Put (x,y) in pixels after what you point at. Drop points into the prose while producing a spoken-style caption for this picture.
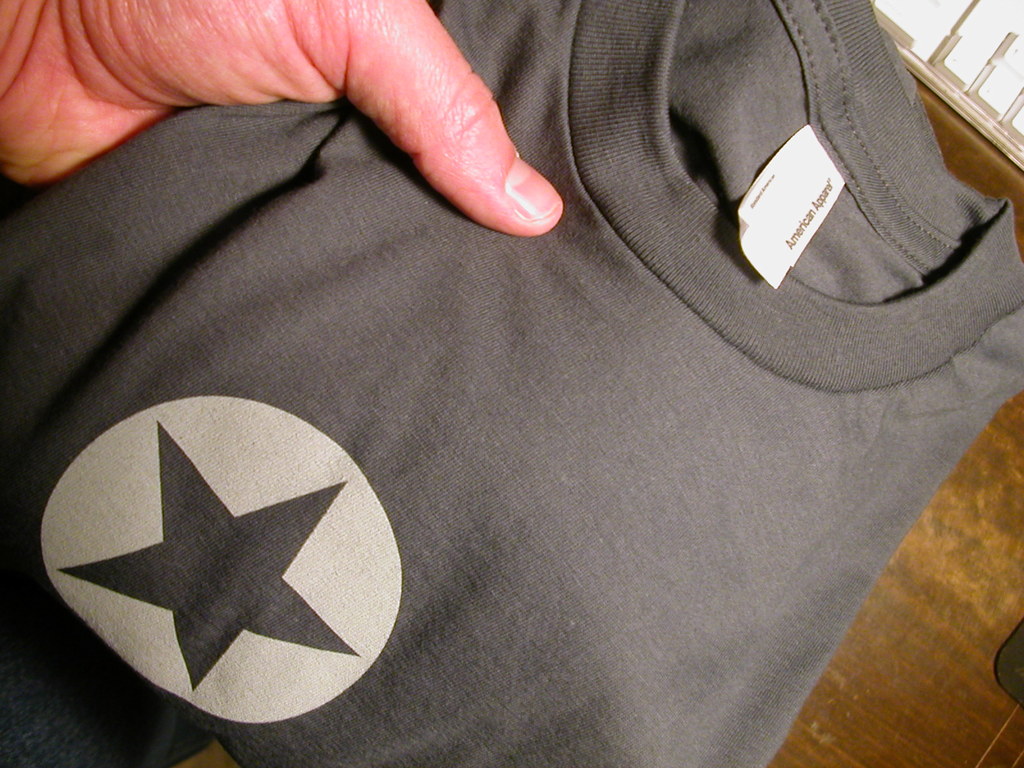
Here we can see a hand (474,181) of a person (474,181) holding a t shirt (615,490).
